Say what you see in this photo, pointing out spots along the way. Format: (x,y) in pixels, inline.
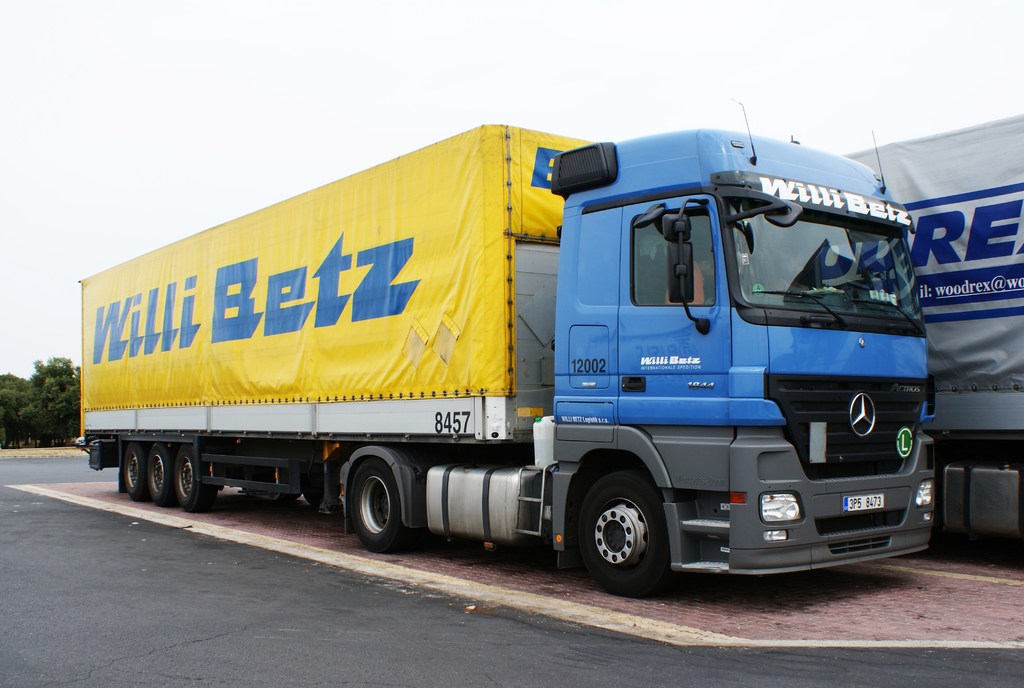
In this picture we can see couple of trucks (799,386) on the road (799,601), in the background (68,387) we can see trees (56,401).
